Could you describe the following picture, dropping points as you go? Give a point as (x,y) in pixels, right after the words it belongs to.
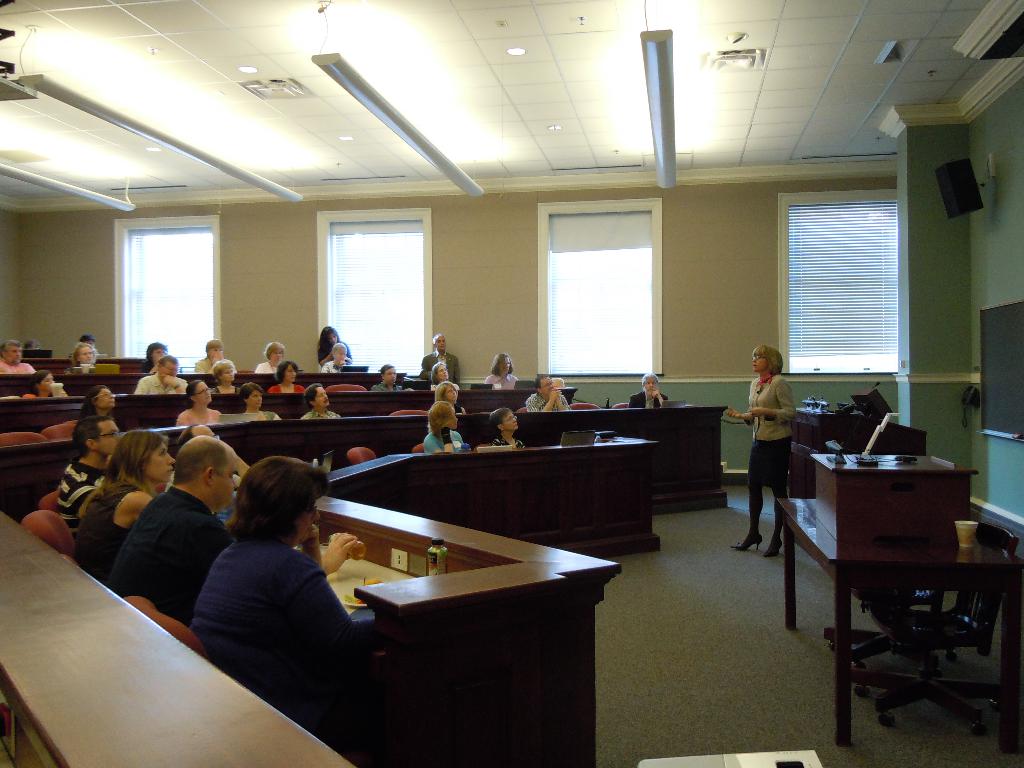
The picture is taken in a closed room (797,504) in that there are people (355,682) sitting in the chairs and at the right corner of the picture (907,574) there is a table (917,564) and chair (938,601) and a woman (778,531) standing in a skirt (753,453) behind her there is another table (891,435) and wall (903,363) and a board (1005,378) and speaker (948,172) on the wall (929,214), beside her there are large windows (614,325) with shutters (565,311) on them and at the right corner of the picture (978,303) there is another wall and coming to the room (402,105) there are lights (11,177) which are hanged from the roof (125,94).
